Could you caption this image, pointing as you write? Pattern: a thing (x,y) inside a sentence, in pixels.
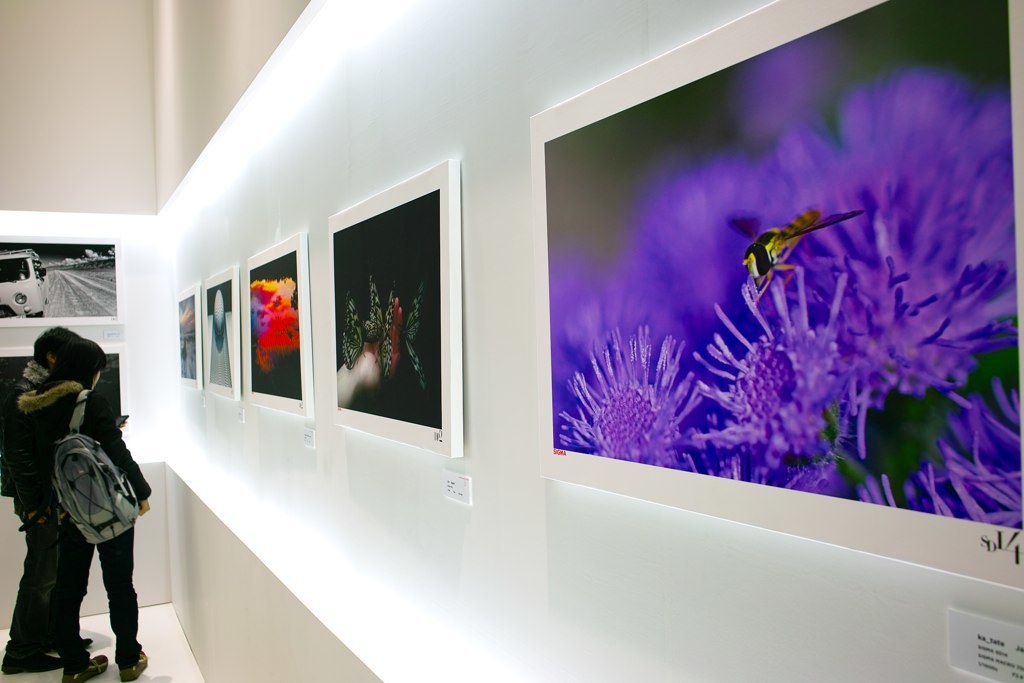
In this picture we can see 2 people (97,660) looking at the pictures (554,340) in an art gallery (496,369).
